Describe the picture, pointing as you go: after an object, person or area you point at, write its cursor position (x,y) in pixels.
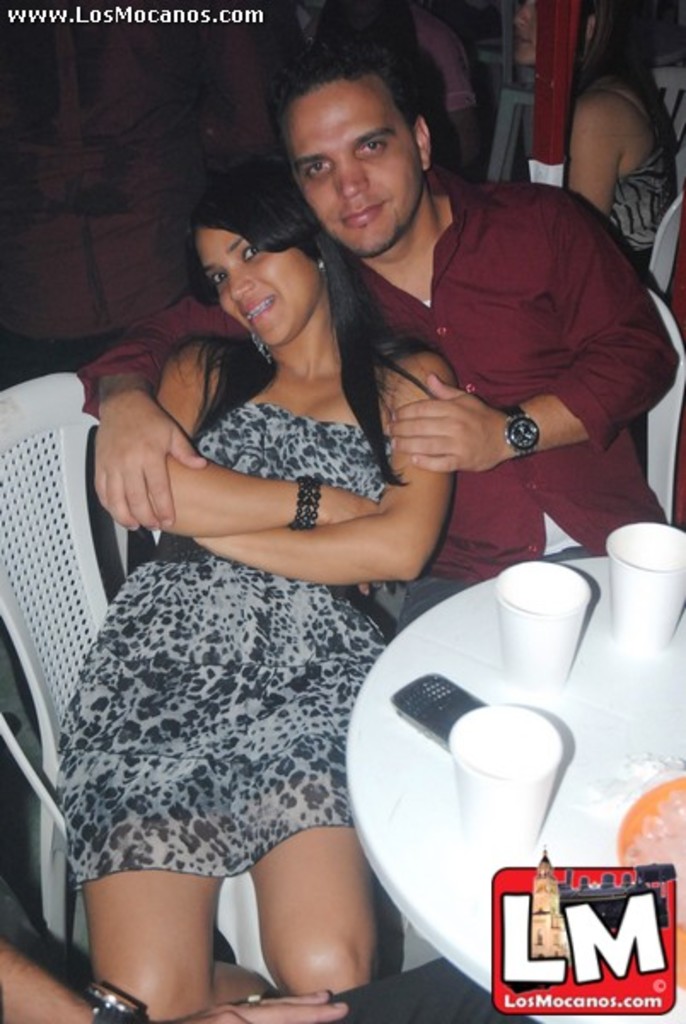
This is the picture taken in a restaurant (215,510), there are a group of people (225,490) sitting on chairs (38,594). The woman (169,639) in animal print dress (211,608) was sitting. In front of these people (347,822) there is a table (367,840) on the table (402,836) there are cups (492,729), mobile (437,716) and plate (642,808). Behind the people (381,358) there are more people (145,150).
